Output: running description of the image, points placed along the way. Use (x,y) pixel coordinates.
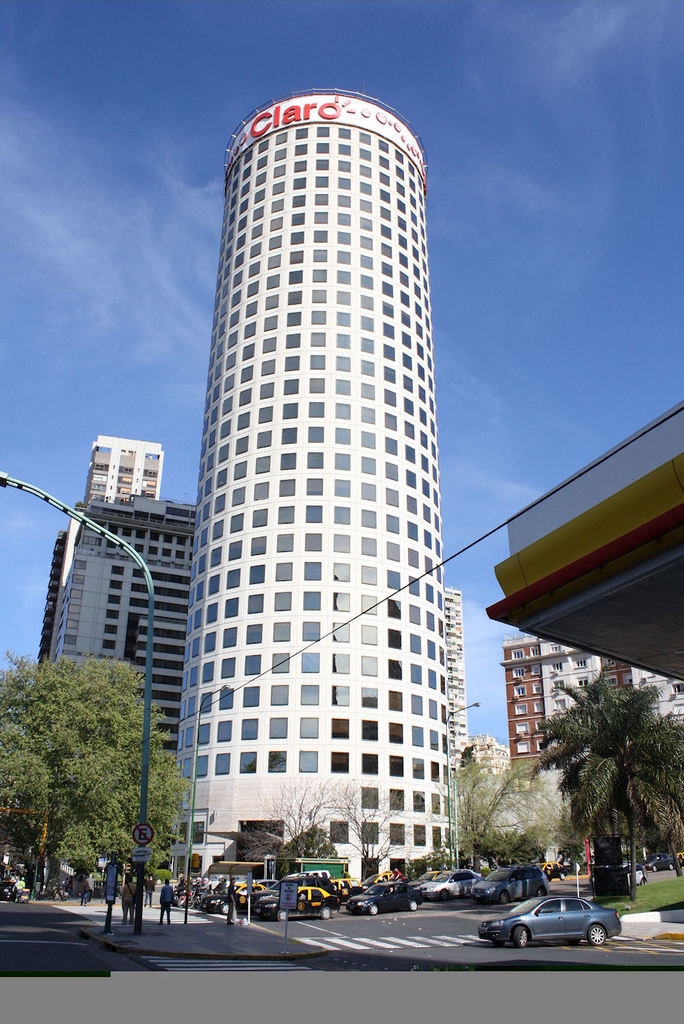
In this image I can see roads (418,944) and on it I can see few white lines (326,933) and few vehicles (326,878). I can also see number of buildings (376,776), trees (33,816), a pole (146,740), clouds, the sky (210,230) and I can see number of people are standing. I can also see something is written over here.
